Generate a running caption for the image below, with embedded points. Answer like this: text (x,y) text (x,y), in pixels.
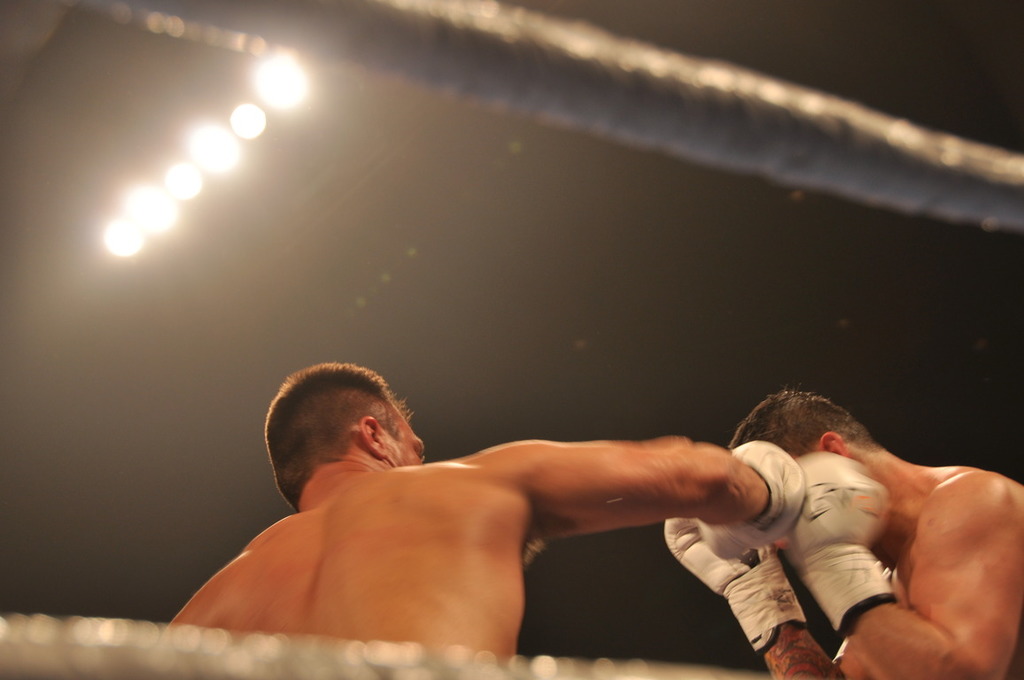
In this image we can see two persons (948,558) wearing the hand gloves (763,575) and boxing. We can also see the ropes (267,662) and also the lights (208,131).
